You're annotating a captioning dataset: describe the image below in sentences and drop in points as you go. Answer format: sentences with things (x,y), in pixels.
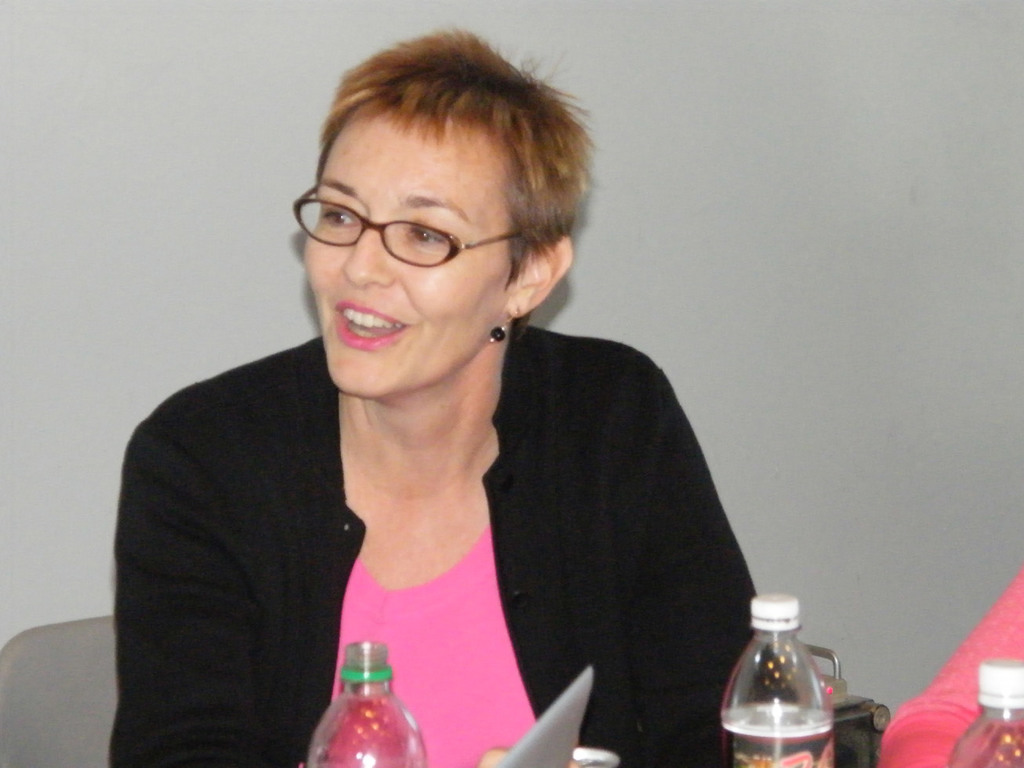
This picture is mainly highlighted with a beautiful woman (439,495) who is holding a pretty smile (374,320) on her face (411,373). She wore spectacles (426,248). She is wearing pink colour shirt (471,630) and a black jacket (612,538) over it. Here we can see three water bottles (386,723). Behind the women (473,734) there is a chair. On the background (923,248) we can see a wall (721,69).
